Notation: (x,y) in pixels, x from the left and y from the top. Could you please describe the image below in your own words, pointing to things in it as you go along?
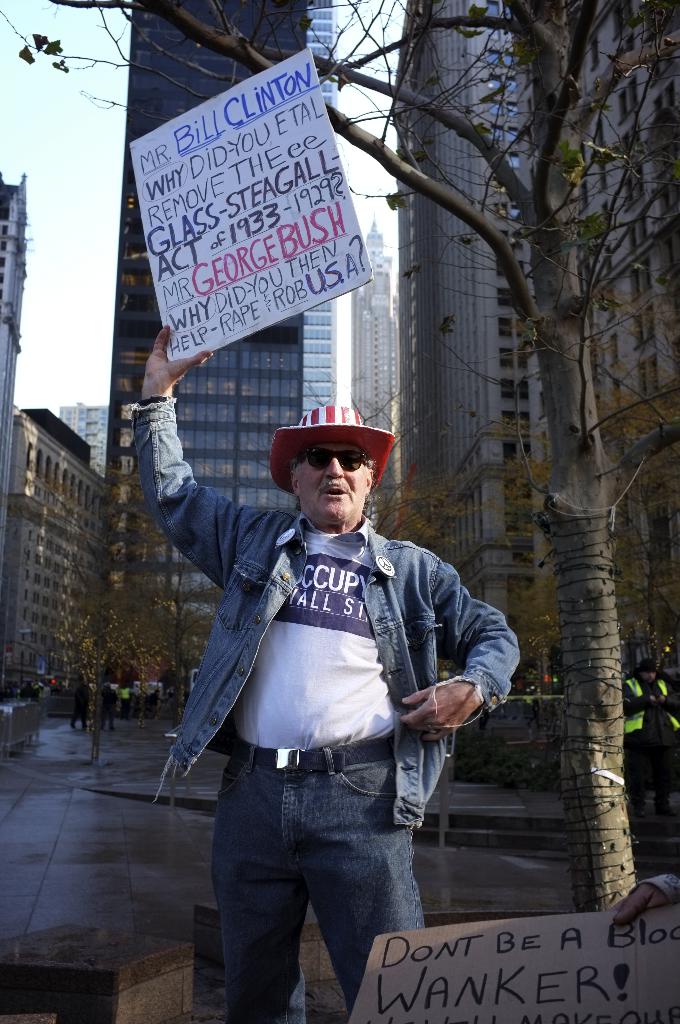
In this image we can see a person (290,642) and the person (187,364) is holding a placard (275,156) with text (220,182). Behind the person (272,924) we can see a group of buildings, persons (123,716) and trees (120,642). At the top (4,61) we can see the sky (356,1). In the bottom right (669,900) we can see a hand (635,894) of a person (660,896) and a placard (523,953).
